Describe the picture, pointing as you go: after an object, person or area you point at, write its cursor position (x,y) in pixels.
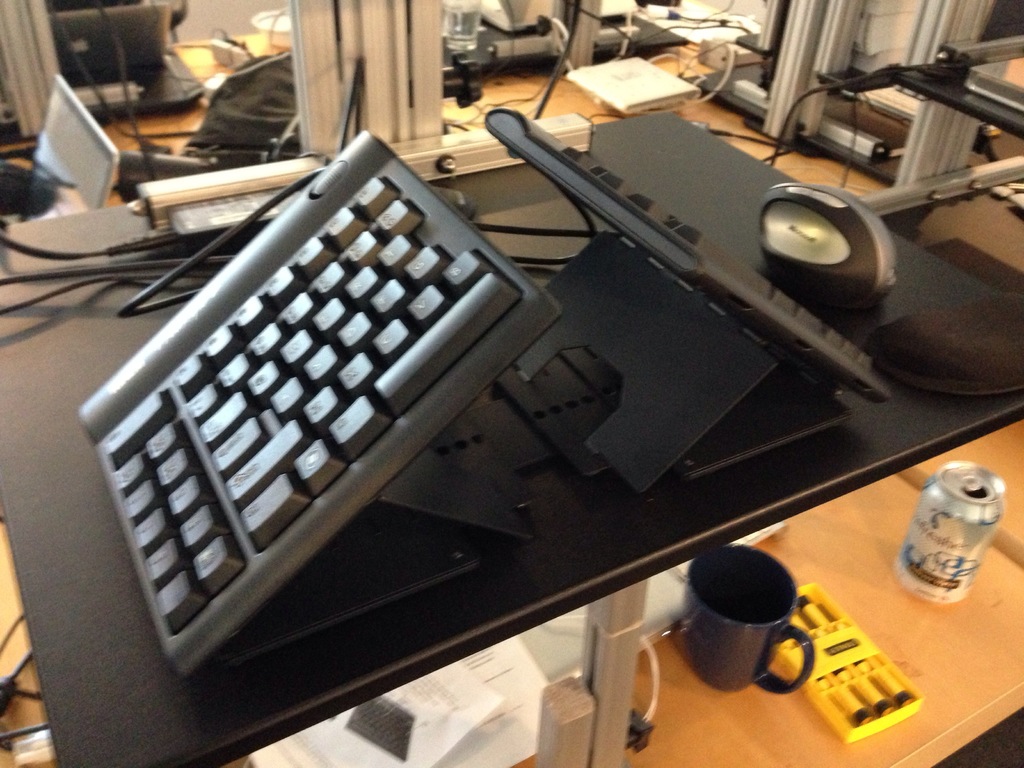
Here we can see keyboards (289,435), papers (434,725), cup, and a tin (984,542). This is a table (944,701). In the background (350,33) we can see objects (643,20) and this is floor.
